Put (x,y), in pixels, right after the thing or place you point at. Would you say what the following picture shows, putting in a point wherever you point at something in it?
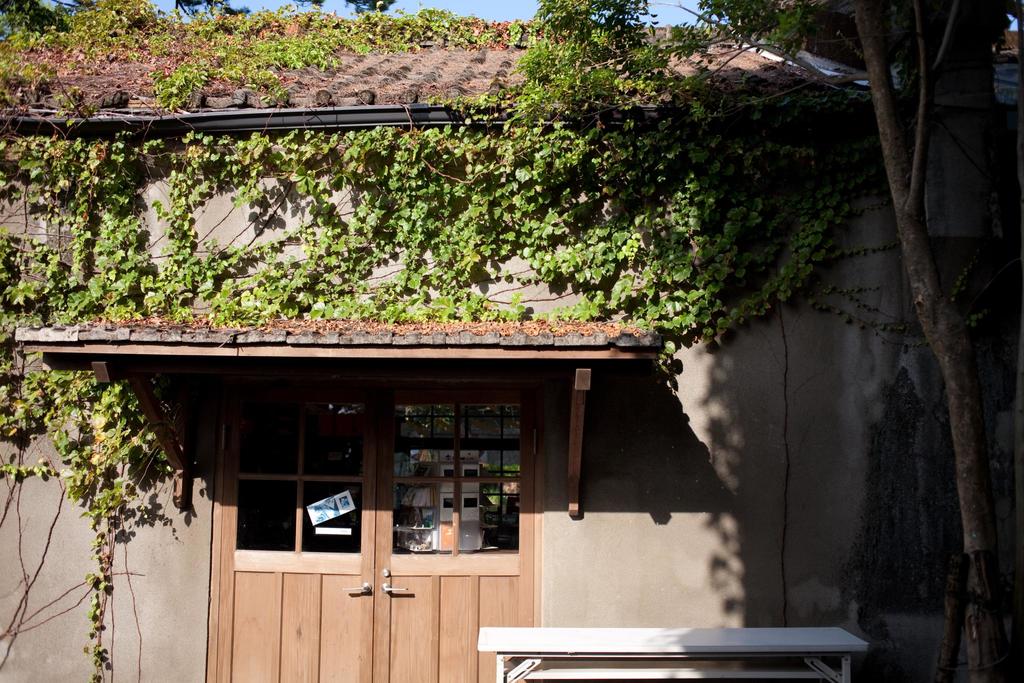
In this image we can see a house (637,491). The door (427,613) of the house (393,586) is in brown color. Right side of the image (897,168) one tree (891,120) is there.
